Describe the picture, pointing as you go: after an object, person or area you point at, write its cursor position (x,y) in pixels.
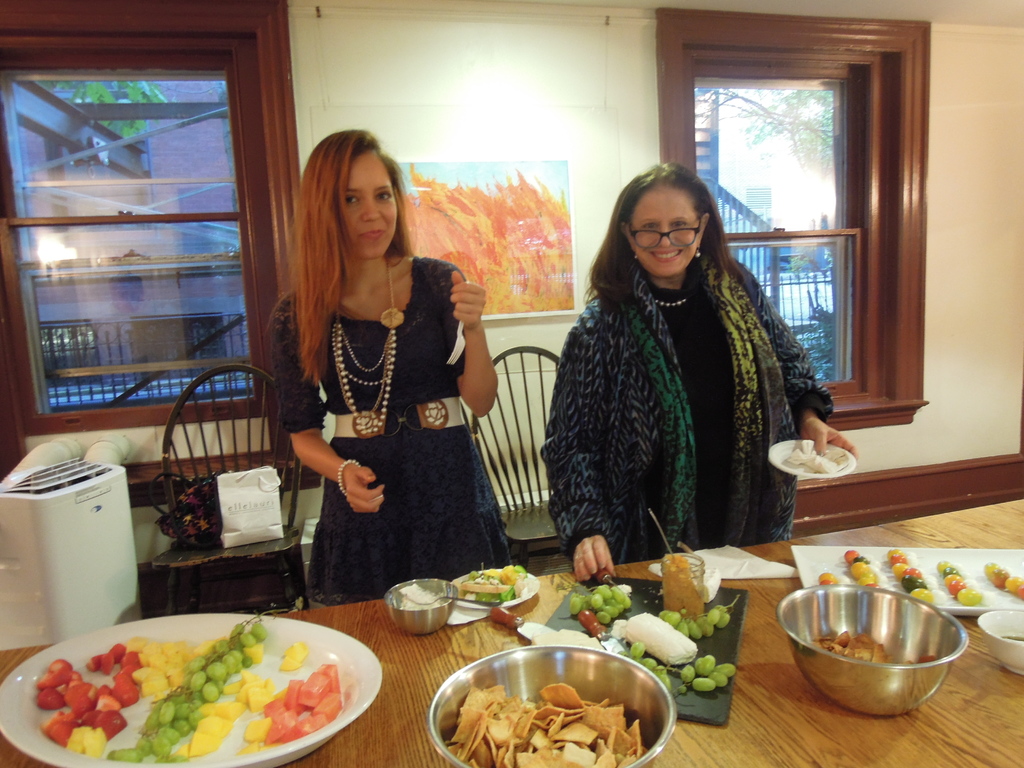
There are two women (611,263) standing and this woman (481,302) holding fork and this woman (757,371) holding a plate (786,447), in front of these women (829,431) we can see plate (319,652), bowls (498,675), grapes (178,690), fruits (154,643), food (966,591), glass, tray (574,625) and objects (709,566) on the table (514,635). Background (802,108) we can see wall (581,170), windows (92,148) and chairs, on this chair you can see objects (266,472).
